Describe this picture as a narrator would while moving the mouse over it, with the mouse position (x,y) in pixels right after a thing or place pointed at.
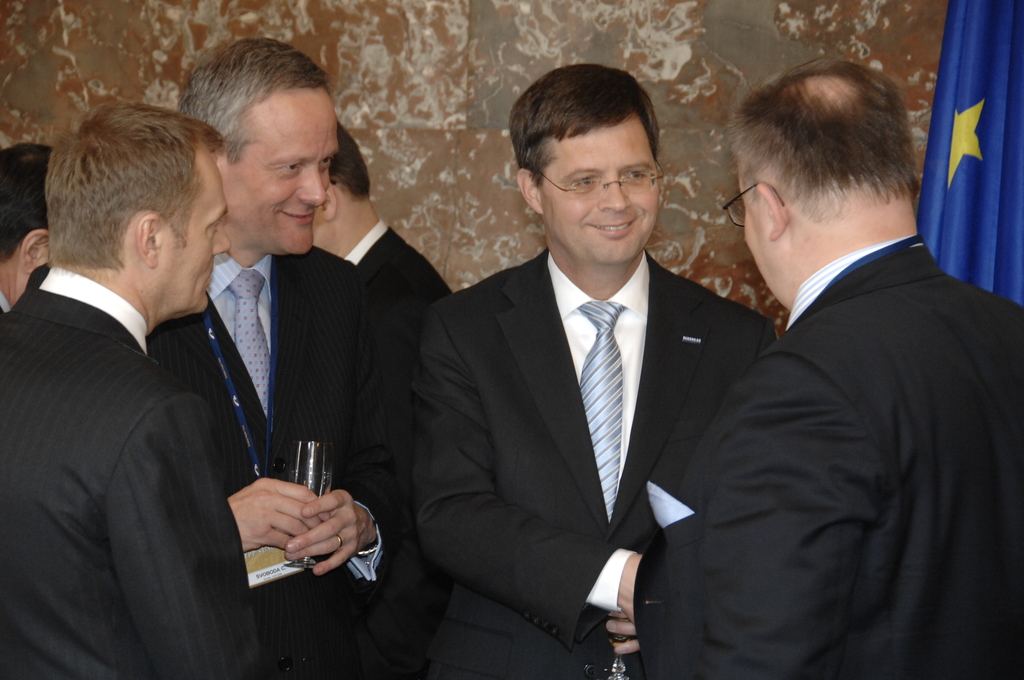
This image is taken indoors. In the background (403,123) there is a wall (472,201). On the right side of the image (971,173) there is a flag (970,165). In the middle of the image (366,255) a few men (236,360) are standing and a man (368,503) is holding a wine glass (315,467) in his hands (334,515).
